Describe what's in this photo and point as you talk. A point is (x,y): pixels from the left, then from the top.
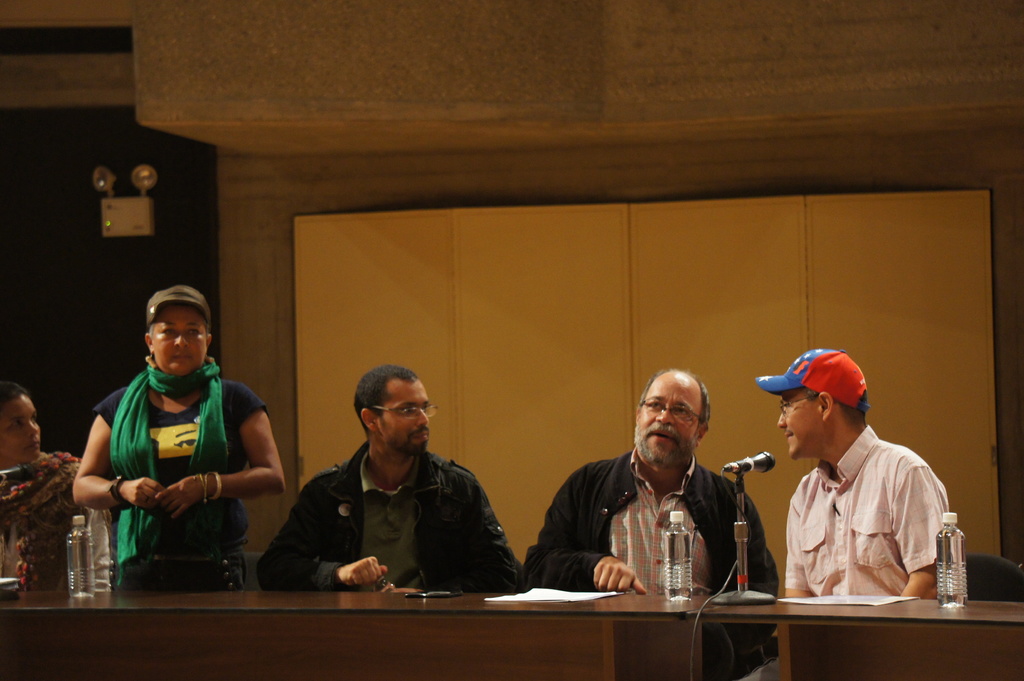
In this image I can see the group of people (296,519) with different color dresses (360,484). I can see two people (183,398) with the caps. I can see the table (267,609) in-front of these people (645,421). On the table (303,611) I can see the bottles (683,575), papers (550,593) and the mic (741,524). And there is a black and brown color background (284,317).
